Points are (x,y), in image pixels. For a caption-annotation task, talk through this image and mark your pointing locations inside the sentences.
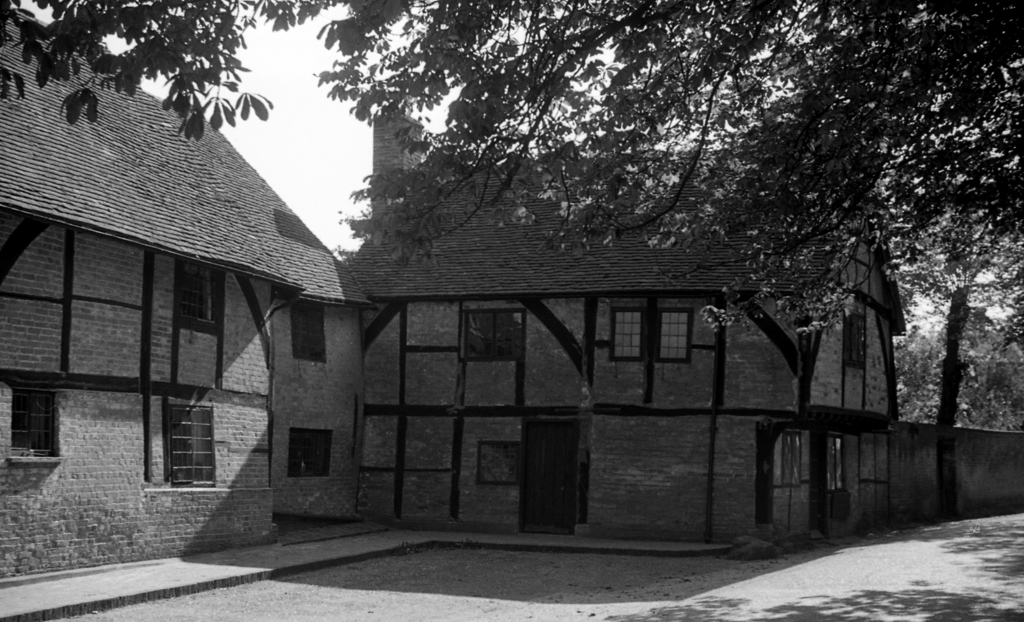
In the picture we can see some old houses (92,543) side by side and some windows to it and besides, we can see a wall (922,481) and a tree (957,375) and behind the wall (908,456) we can see some trees (902,387).
